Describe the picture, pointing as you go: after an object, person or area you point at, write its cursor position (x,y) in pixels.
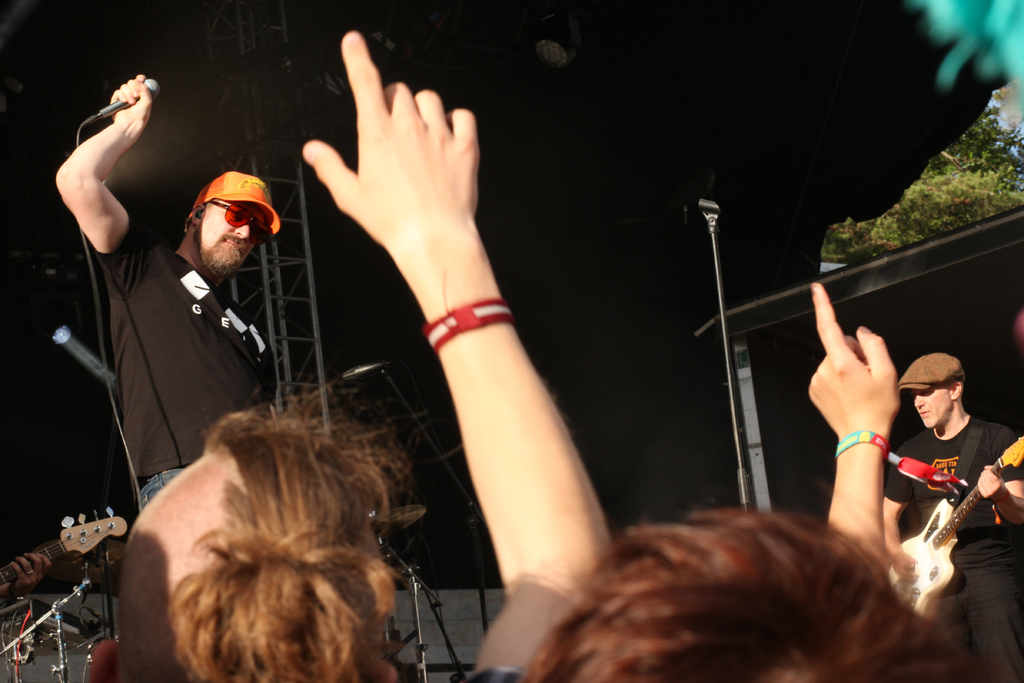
In this picture we can see man (194,354) wore cap (259,206), goggle (221,207) holding mic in his hand (151,99) and beside to him other man (926,393) holding guitar (965,512) in his hand (914,568) and playing it and in front of him we can see some persons (576,626) and in background (639,155) we can see pillar (291,187), light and it is dark.
